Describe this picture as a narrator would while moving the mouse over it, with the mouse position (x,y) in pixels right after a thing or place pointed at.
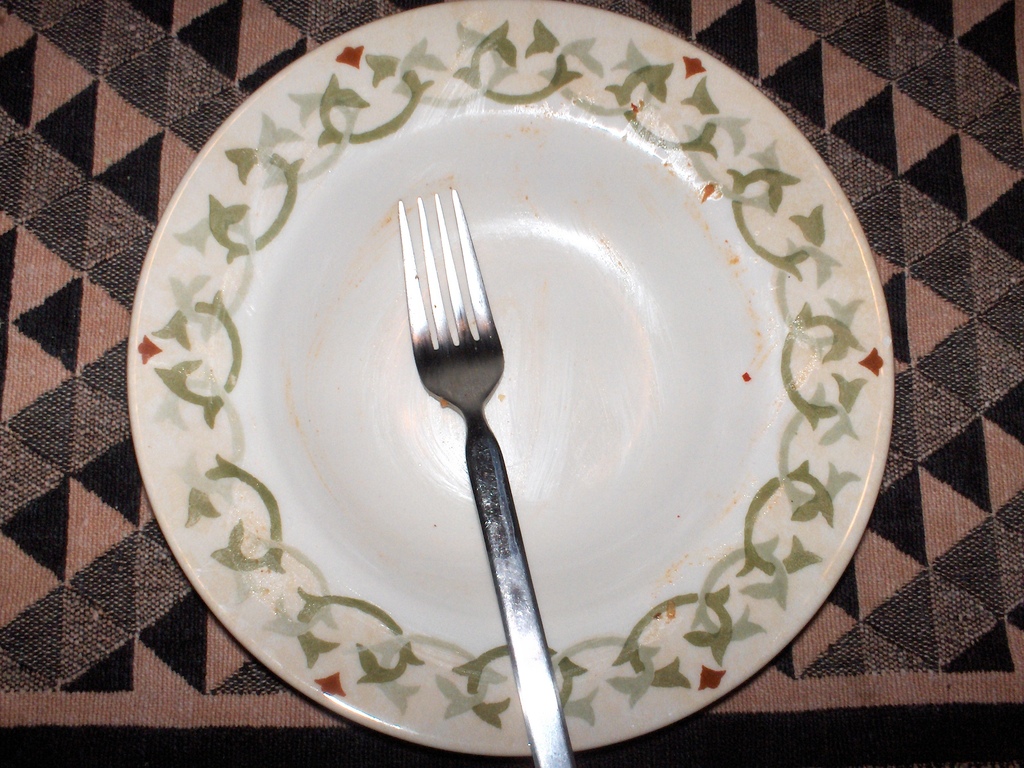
In this image we can see a fork (467,354) on a plate (446,165) placed on the surface (1008,2).
